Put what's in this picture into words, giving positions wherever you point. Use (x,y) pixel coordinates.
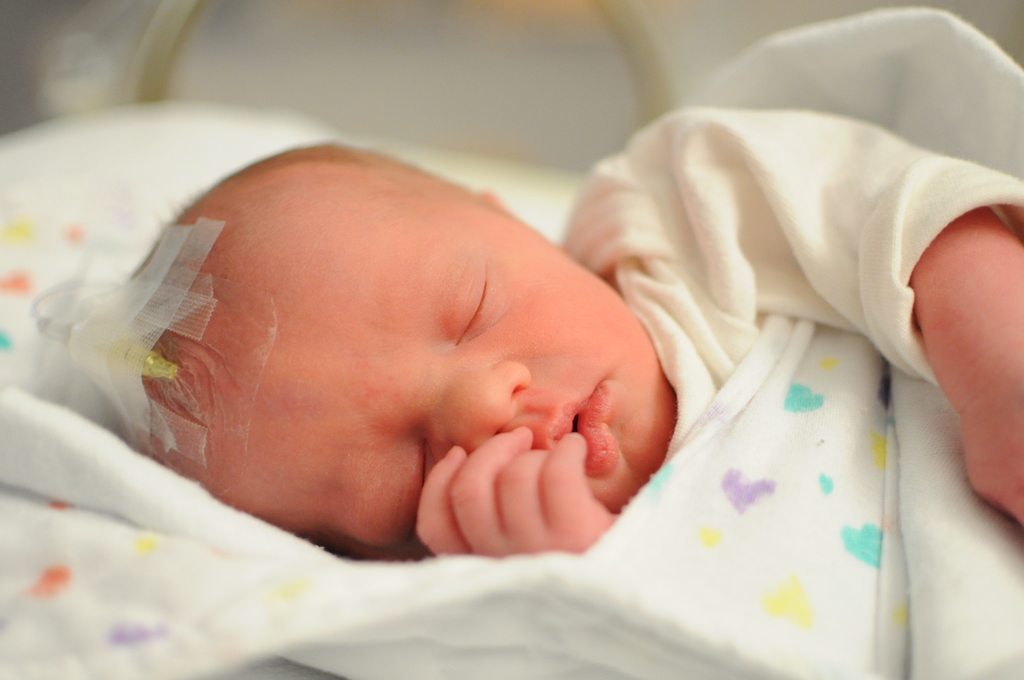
In this picture we can see a baby (558,306) is lying, on the left side of the image (154,282) we can see plasters (93,334) and needle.
